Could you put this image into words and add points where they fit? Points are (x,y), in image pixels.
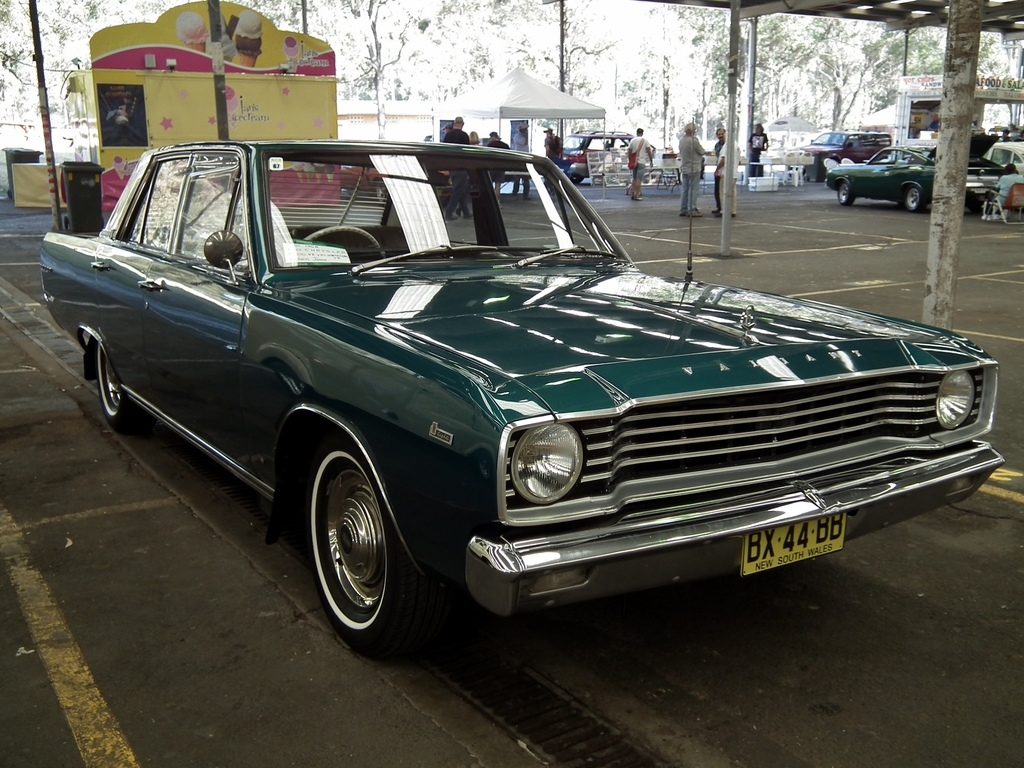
In this image I can see fleets of vehicles (534,279) on the road (855,569), poles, shed (919,10), tents (876,125), tables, chairs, box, hoardings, trees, fence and a group of people (693,156) on the road (786,276). This image is taken may be during a day.
